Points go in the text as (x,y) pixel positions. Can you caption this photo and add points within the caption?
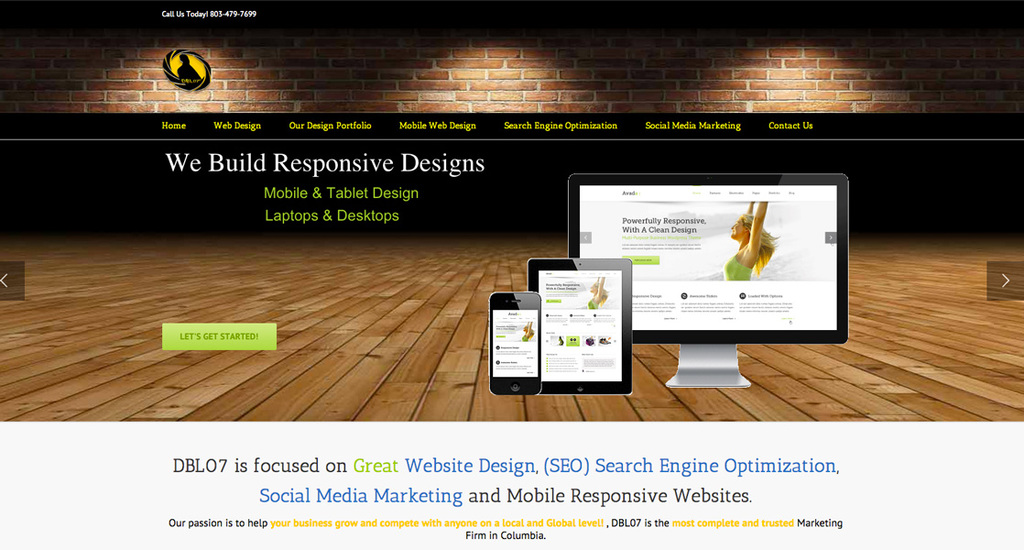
In this image we can see there is some text (228,167) and there is a monitor (640,289), tab (630,287), mobile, wooden floor (398,290), wall (506,54) with red bricks (599,92). At the bottom of the image (455,467) there is some text (466,463).
